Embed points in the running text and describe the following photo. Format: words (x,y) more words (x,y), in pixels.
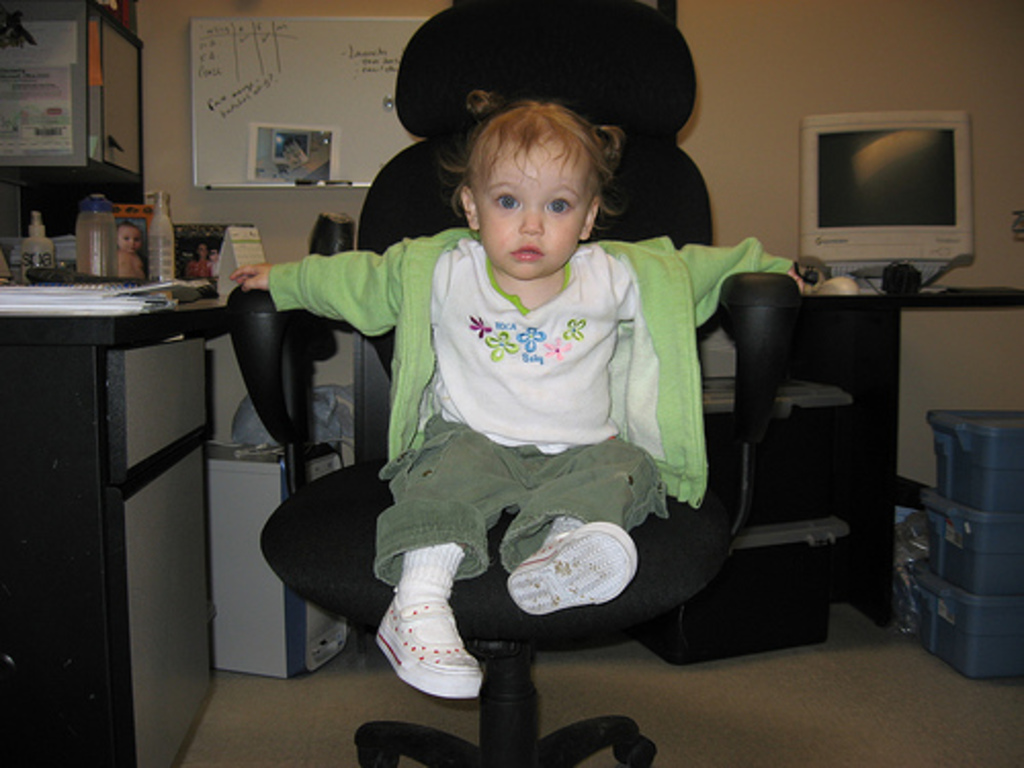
This is an image clicked inside the room (521,433). In this image I can see a baby (525,452) sitting on the chair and giving pose to the picture. In the background (248,201) I can see a wall (249,216). Beside the wall (845,39) there is a big table (881,335), there are some bottles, monitor (889,196) and some glasses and some more papers (70,297) are placed on it. On the right side I can see a three blue color baskets (984,493).
